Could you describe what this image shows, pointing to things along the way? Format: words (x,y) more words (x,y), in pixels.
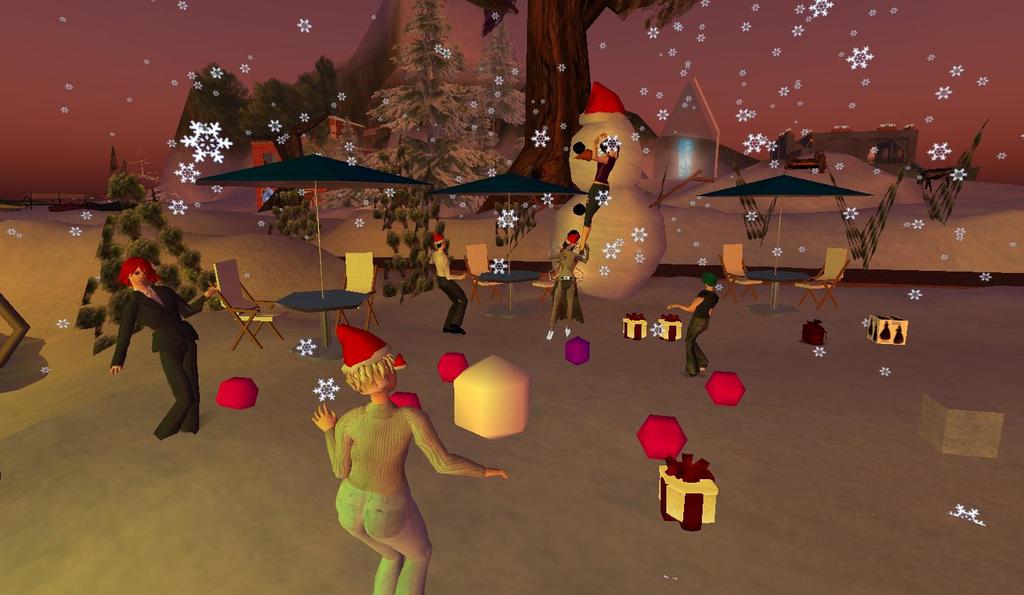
This looks like an animated image. These are the kind of patio umbrellas (755,190). I can see the tables (362,299) and chairs (740,273). I think these are the gift boxes (700,515) and colorful balls (468,367). I can see few people (176,334) standing. This looks like a snowman (621,166) with a Christmas cap (605,112) on it. I think this is the snowfall (201,157). These are the trees (435,107).
